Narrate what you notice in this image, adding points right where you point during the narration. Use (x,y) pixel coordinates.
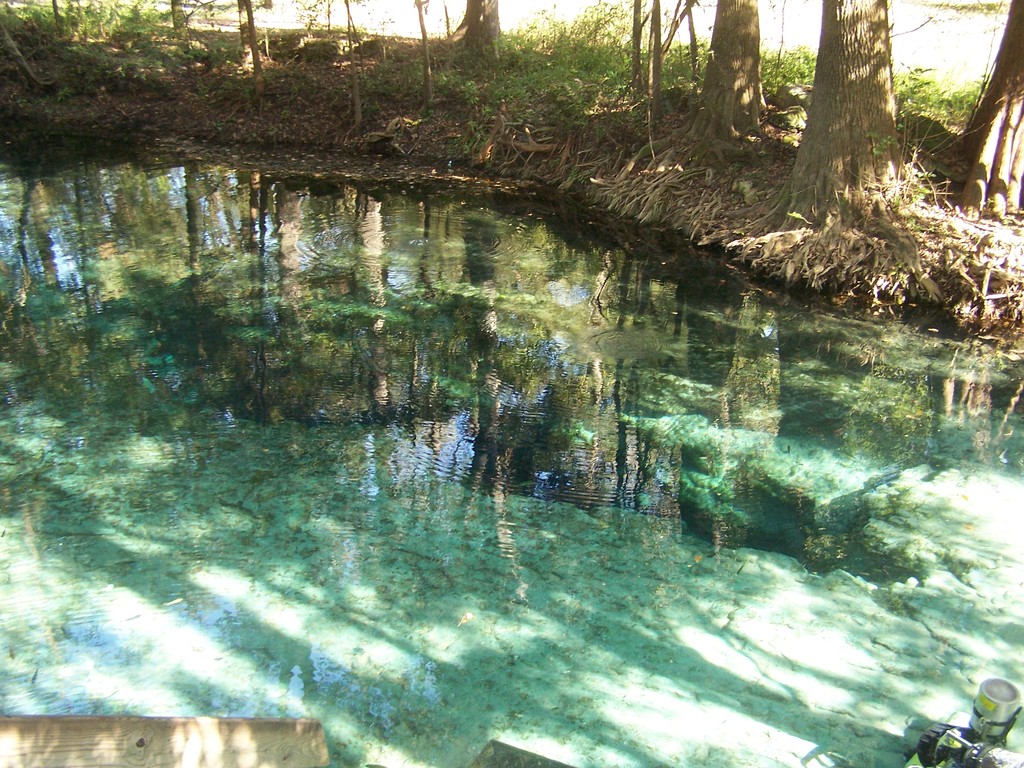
In this image we can see water (444,382). In the background (979,161), we can see a group of trees (738,64).
